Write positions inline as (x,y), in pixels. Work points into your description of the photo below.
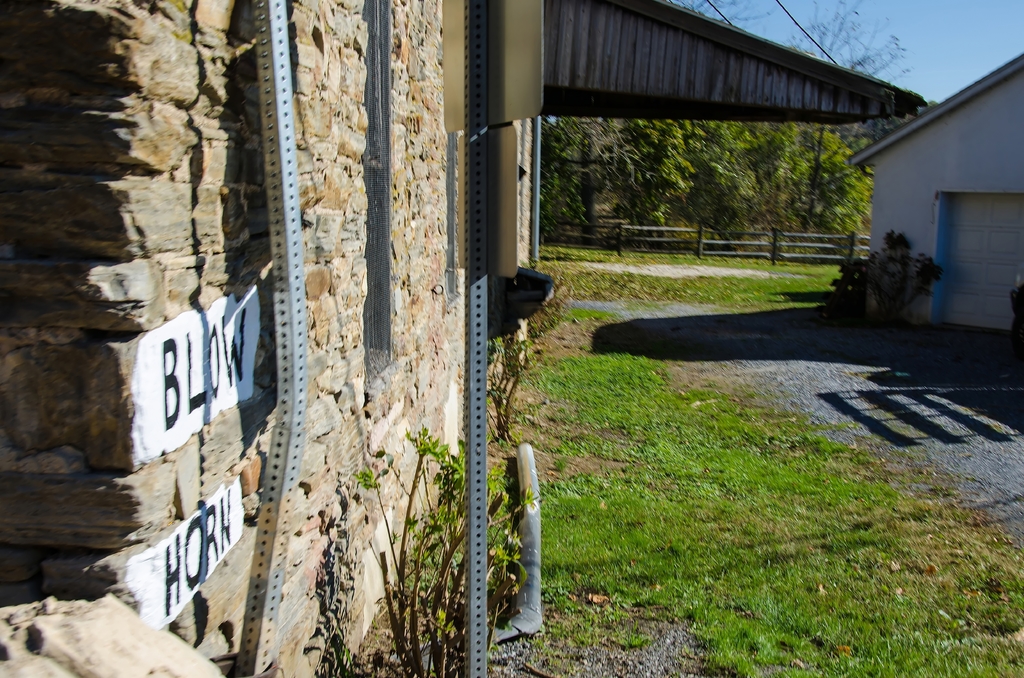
In this image we can see some text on a wall (430,400). We can also see the metal poles (481,437), grass (657,445), plants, a house (982,307), fence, a group of trees (736,176) and the sky (838,47).
